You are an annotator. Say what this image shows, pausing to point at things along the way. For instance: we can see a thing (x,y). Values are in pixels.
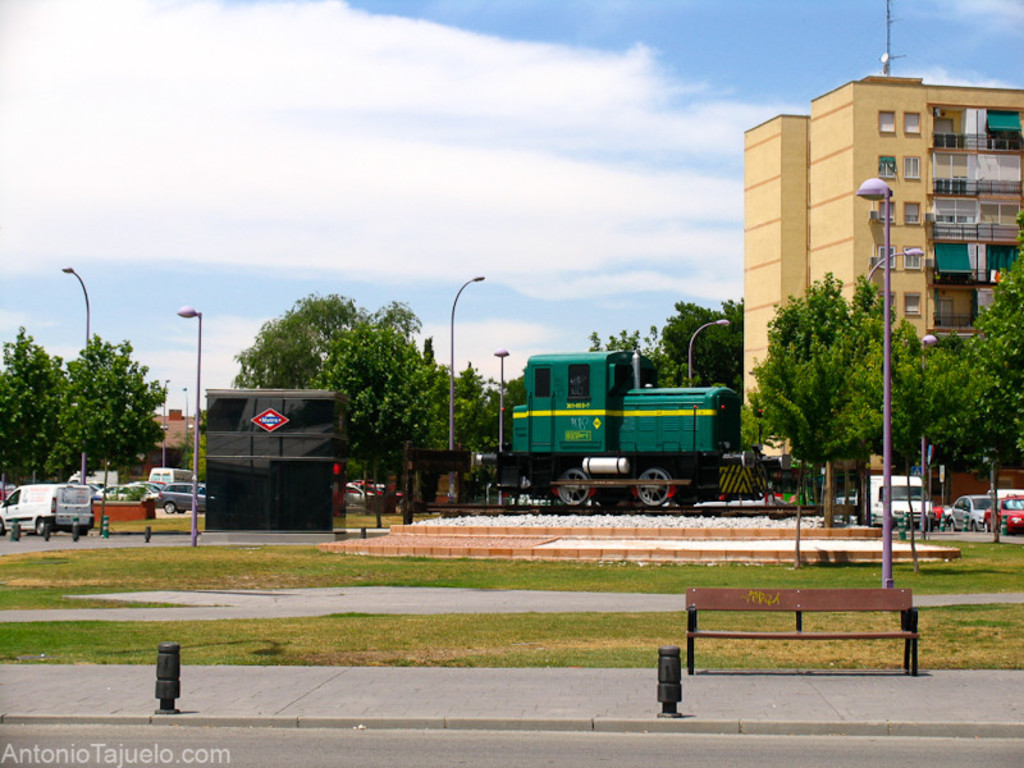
In the image we can see there is a train (588,440) on the railway tracks (680,510) and behind there are vehicles (959,511) parked on the road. There are trees (124,392) and buildings (764,315) in the area.
